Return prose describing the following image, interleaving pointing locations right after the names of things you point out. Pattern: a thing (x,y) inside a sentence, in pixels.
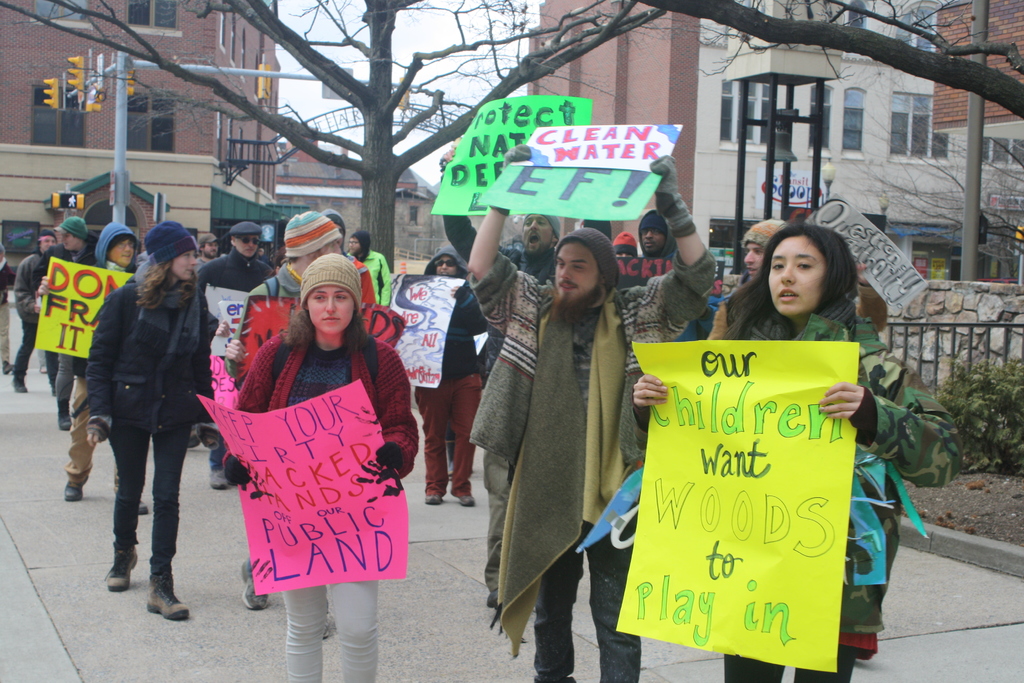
There are many people (304,327) walking and holding posters (327,481) and wearing caps (307,249). In the back (603,66) there are buildings (856,82), trees (205,78). On the right side (956,337) there is a railing (952,332), wall (975,312) and plants (966,417). On the building (840,114) there are windows (830,122). In the back (333,144) there is arch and sky (407,110). On the left side (120,123) there are traffic signals (55,100) with poles (121,79).
